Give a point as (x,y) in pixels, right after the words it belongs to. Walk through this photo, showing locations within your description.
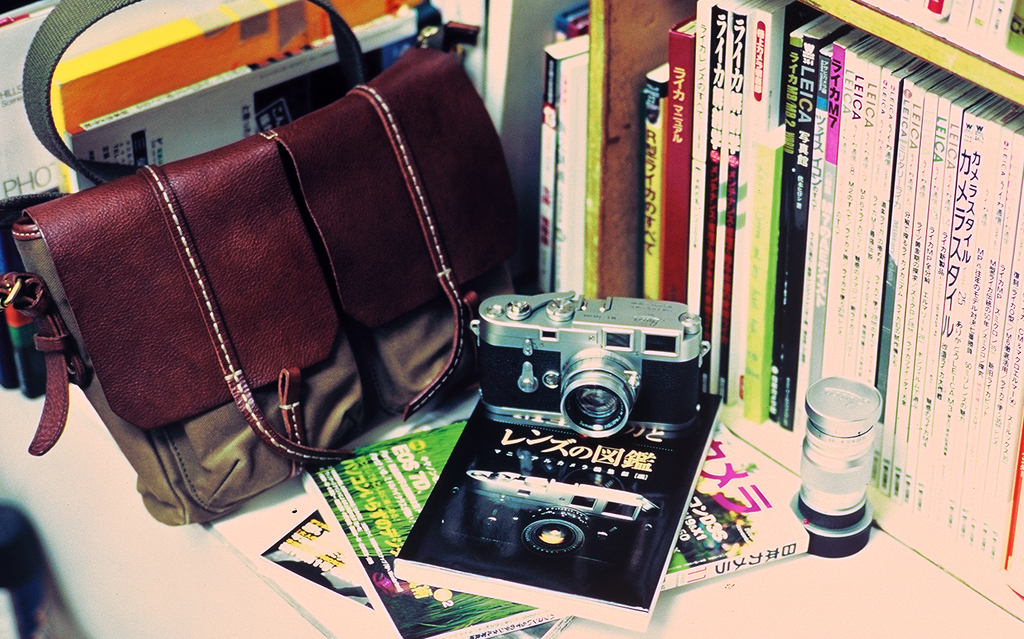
In this picture there is a handbag (157,341) a camera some books (842,199) arranged in a shelf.
